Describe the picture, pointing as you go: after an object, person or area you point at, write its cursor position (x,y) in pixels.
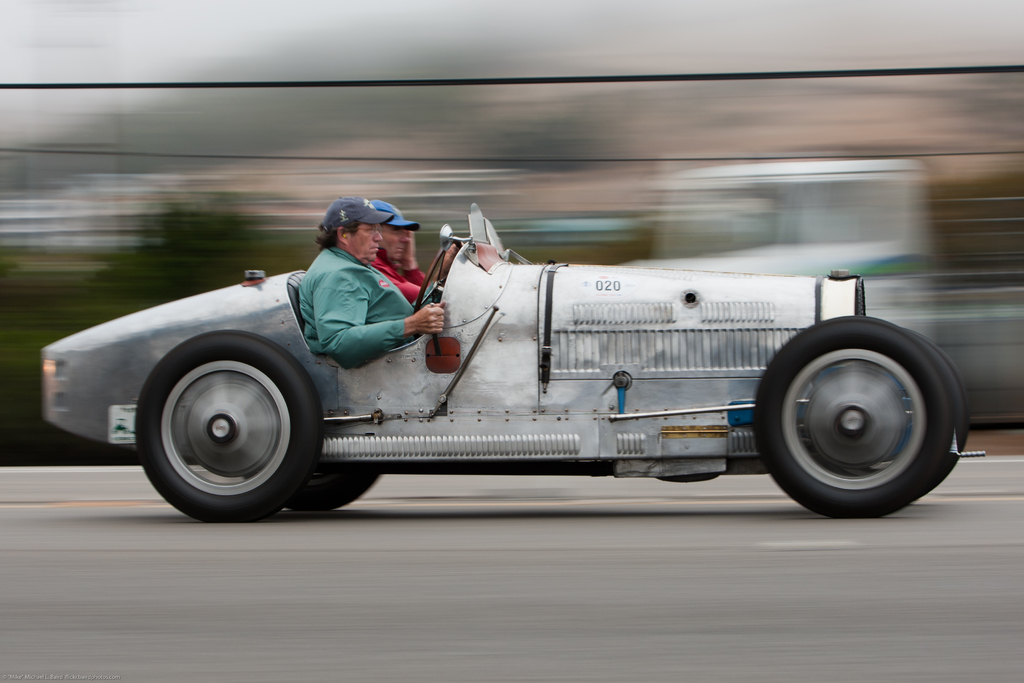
Here we can see two persons (376,230) inside the vehicle (643,354). And this is road (405,609).
